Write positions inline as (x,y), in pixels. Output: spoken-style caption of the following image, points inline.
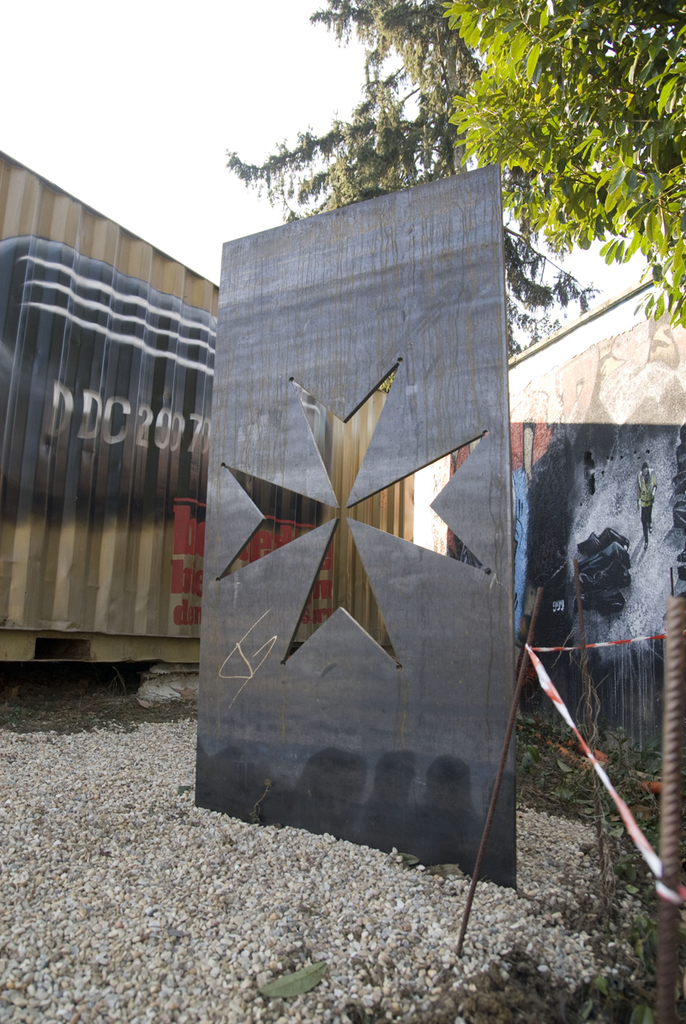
In the foreground of the picture (196,851) there are stones (282,853), plants (610,884), iron rods (683,658), ribbon (540,671) and a board (496,638). In the background (72,461) there are wall (680,524), container (97,443). On the wall (558,539) and container (110,399) there is graffiti (522,448). At the top (528,147) there are trees (538,64). Sky (137,113) is cloudy.
